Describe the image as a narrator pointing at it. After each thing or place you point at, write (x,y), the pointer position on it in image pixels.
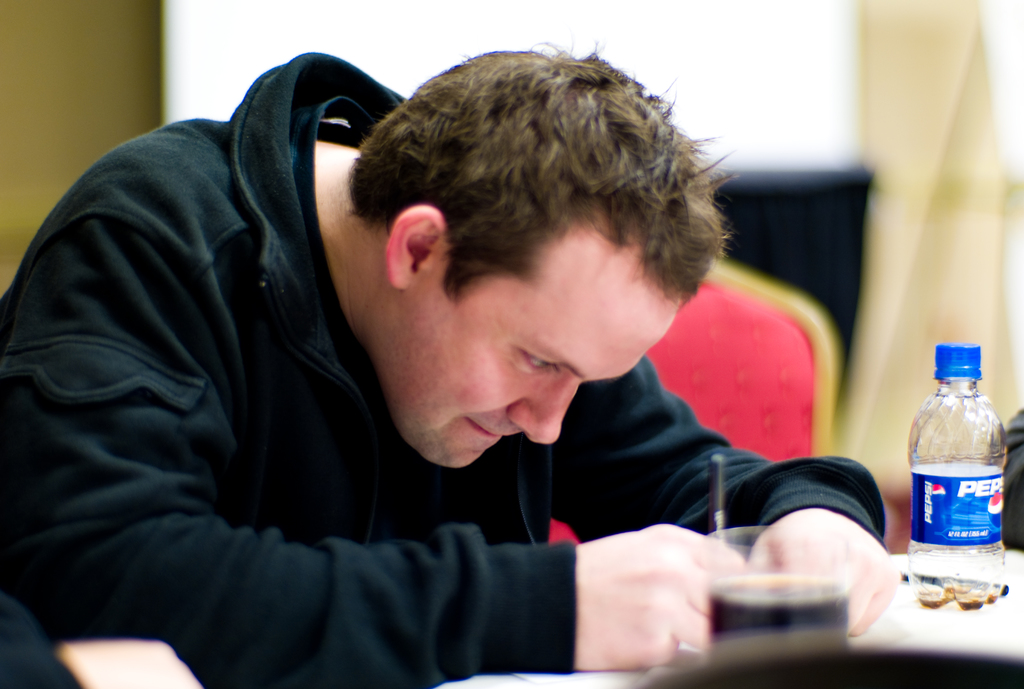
On the background (854,258) we can see curtain (843,283), chair (745,353). We can see one man (225,424) sitting on chair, wearing a black jacket (288,454) and he is holding a pen (712,507) in his hand (684,560) and he is staring here and on the table (856,640) we can see glass of drink (836,618), an empty pepsi bottle (924,531).
